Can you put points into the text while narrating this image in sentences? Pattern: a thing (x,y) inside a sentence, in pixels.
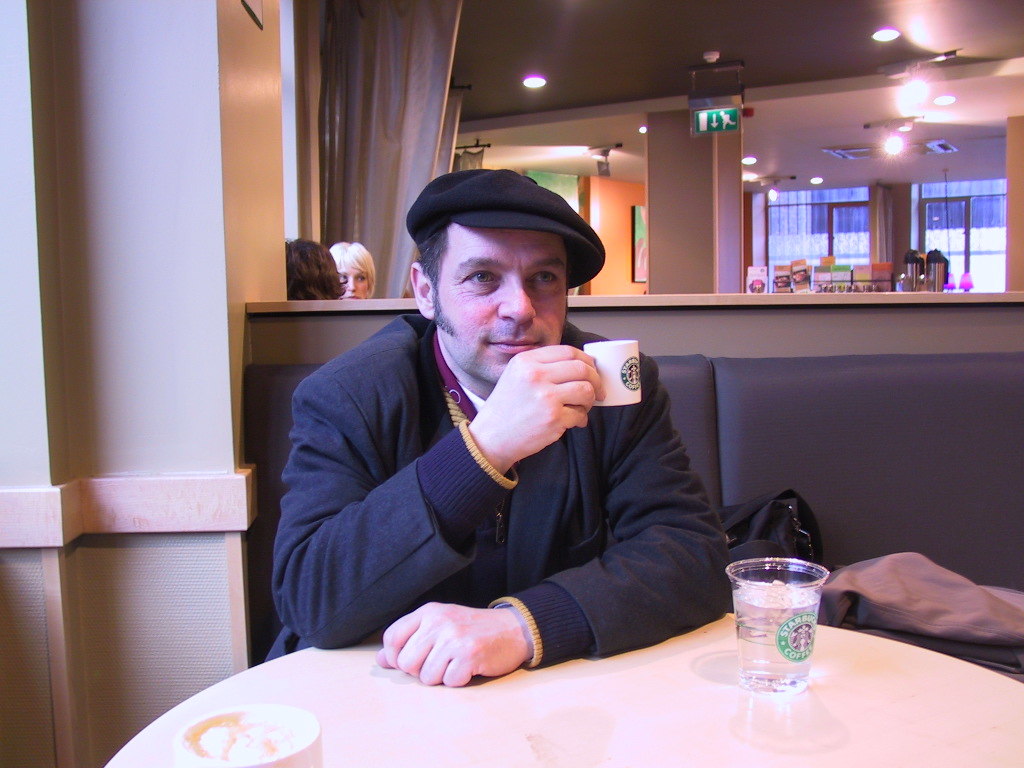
This picture shows a man (440,579) sitting in the chair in front of a table (354,746) on which a cup (310,751) and a glass (753,619) were placed. He is holding a cup (635,373) and smiling. In the background (358,282) there are some people (340,273) sitting. We can observe some curtains (385,127), pillars (683,212) and a windows (850,232) here.
